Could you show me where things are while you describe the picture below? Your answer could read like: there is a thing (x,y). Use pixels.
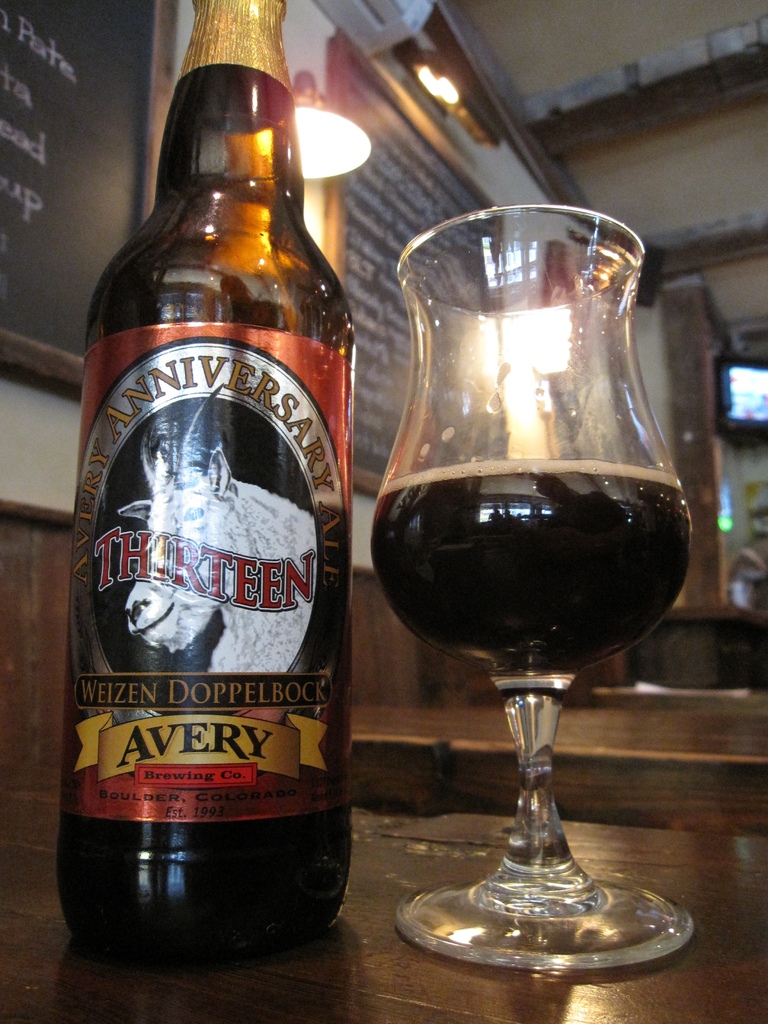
In this picture we can see a bottle (256,659) and a glass of drink (550,624), In the background (30,199) there are two boards (36,218) and a light (322,164), we can see a television (735,397) on the right side (746,380), there is written text (29,99) on this board (36,126).
